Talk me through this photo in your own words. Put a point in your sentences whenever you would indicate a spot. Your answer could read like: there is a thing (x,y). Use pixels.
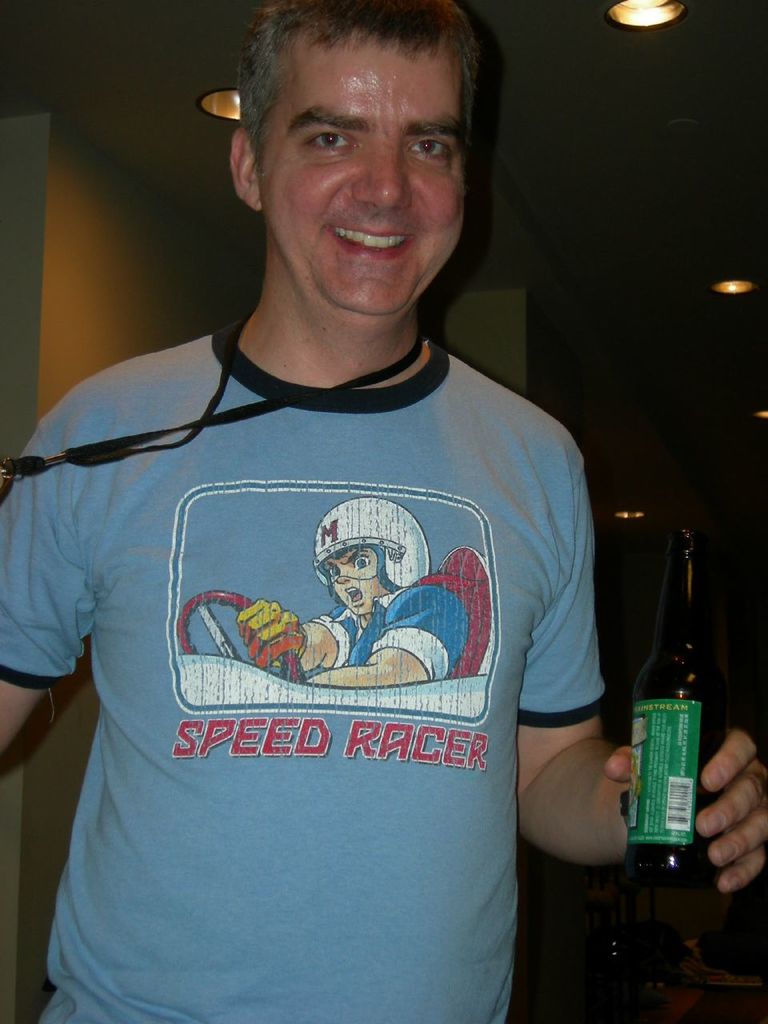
In this picture there is a man (207,459) at the center of the image (436,582), is holding a bottle (700,846) in his hand (704,819) and there are lights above the ceiling (593,126) of the image and its a night time.
